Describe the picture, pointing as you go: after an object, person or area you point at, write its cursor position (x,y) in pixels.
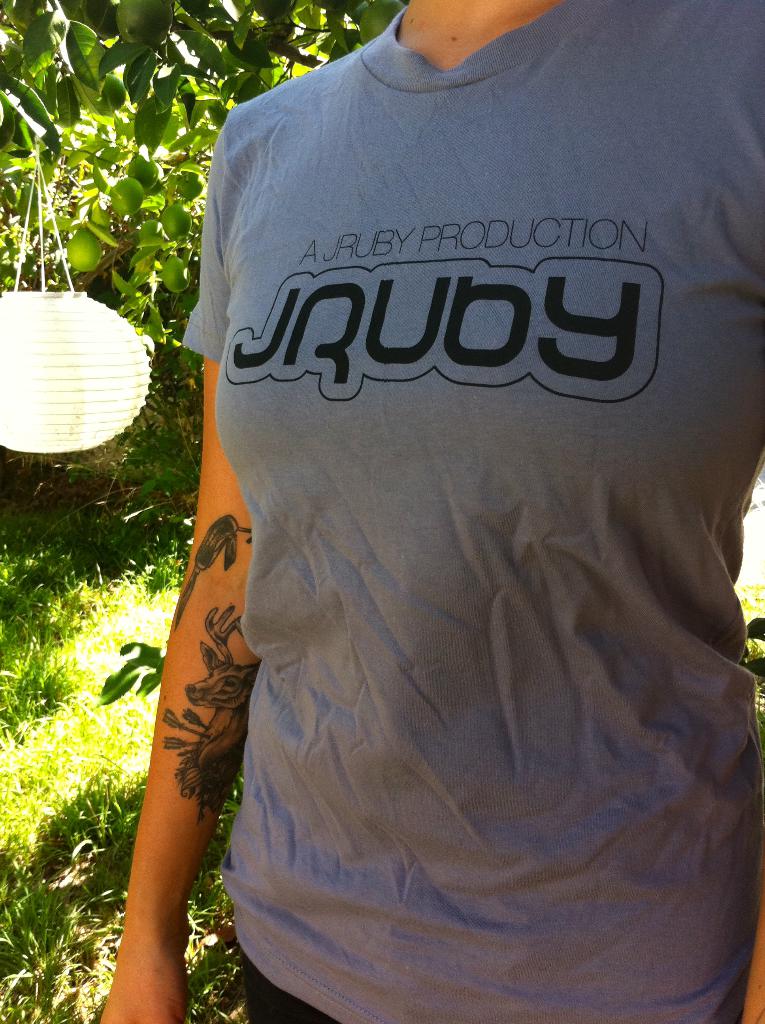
In this image we can see a person (391,459), a light (58,331) beside the person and there are trees (168,385) and grass (132,818) in the background (116,680).
